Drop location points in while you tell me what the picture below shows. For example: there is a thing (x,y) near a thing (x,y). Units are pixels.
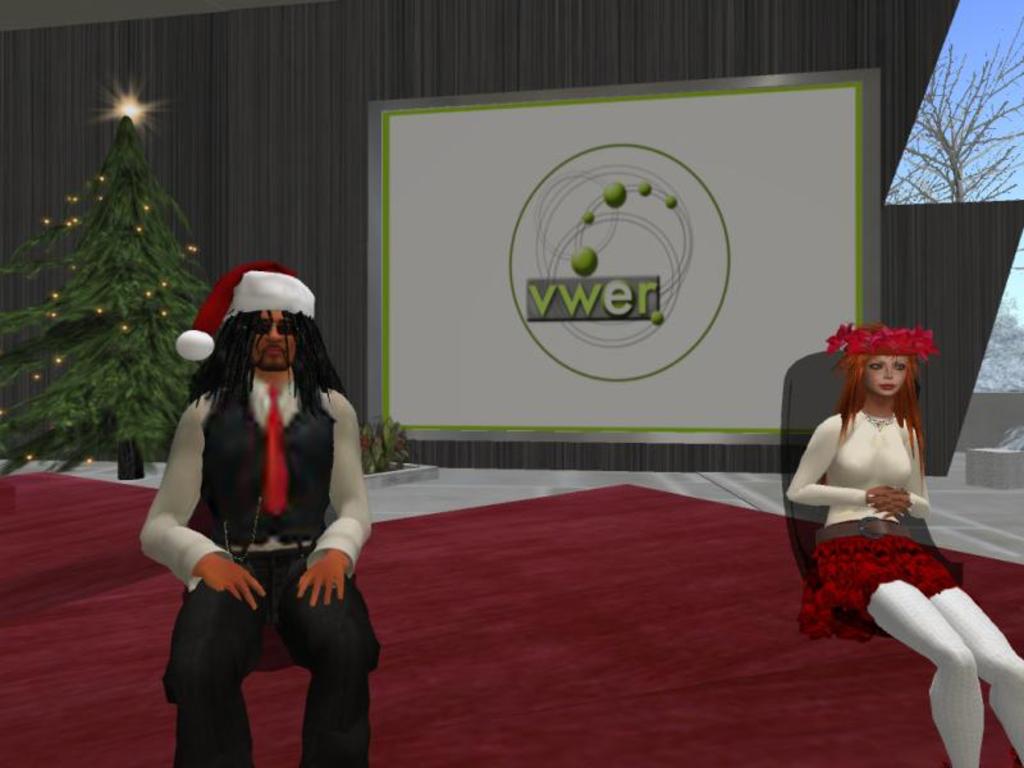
This is an animated image. On the left side (336,556), there is a person (314,429) in white color shirt (191,469), sitting. On the right side (839,591), there is a woman (950,624) in a red color skirt (836,576), sitting on a chair (813,534). In the background (819,68), there is a Christmas tree (151,305), there is a screen (616,244), beside this screen (498,130), there is a wall (764,457), there is a tree (962,159) and there is sky (962,44).
